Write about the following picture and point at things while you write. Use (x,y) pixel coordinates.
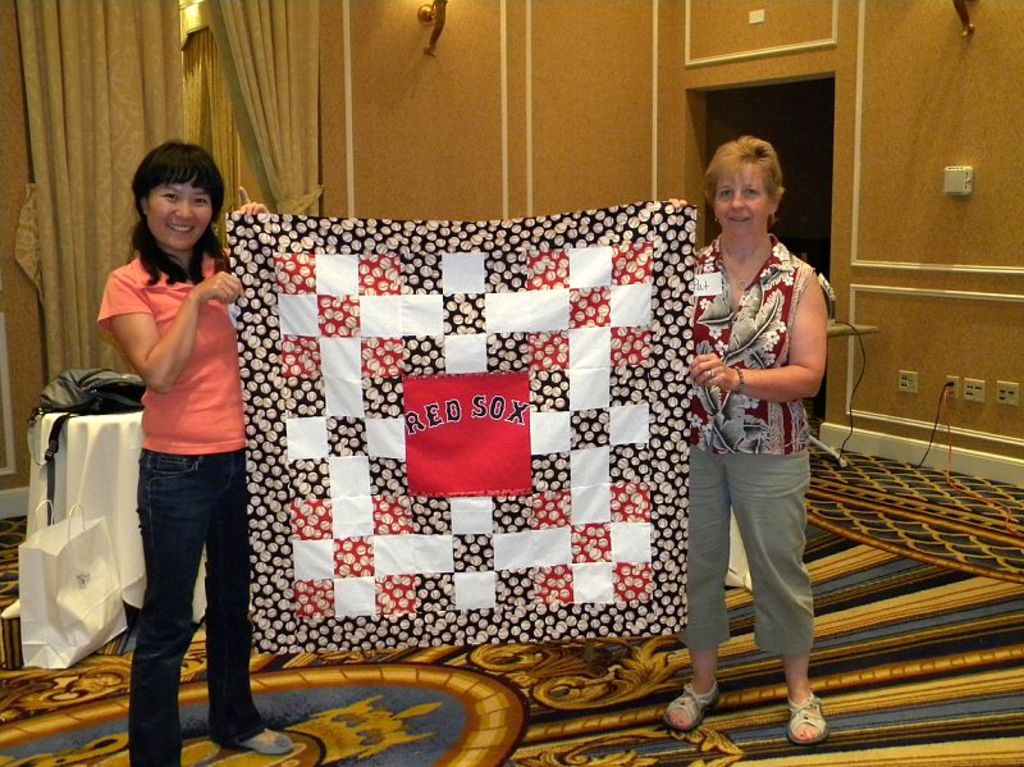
In the center of the image (660,335) there are two ladies (211,272) holding a cloth (694,233) in their hands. In the background of the image (386,129) there is a wall (434,79). There is a door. At the bottom of the image (345,723) there is a carpet (413,726). There is a table (43,529) there is a white color cloth (77,476) on it.
